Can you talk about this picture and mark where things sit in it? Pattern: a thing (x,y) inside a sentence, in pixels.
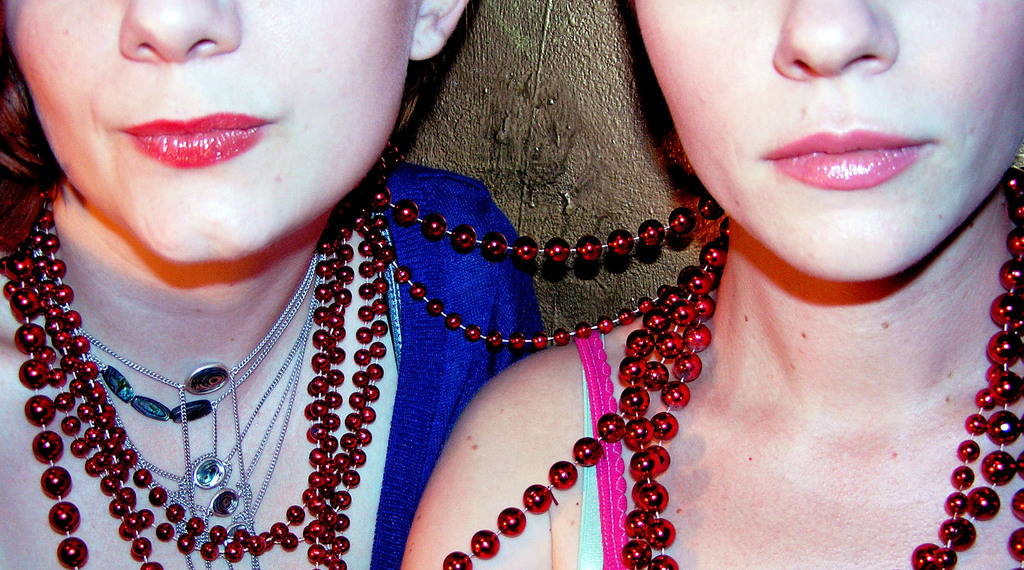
In this picture we can see two women (561,457) here, they wore necklaces (314,425).
